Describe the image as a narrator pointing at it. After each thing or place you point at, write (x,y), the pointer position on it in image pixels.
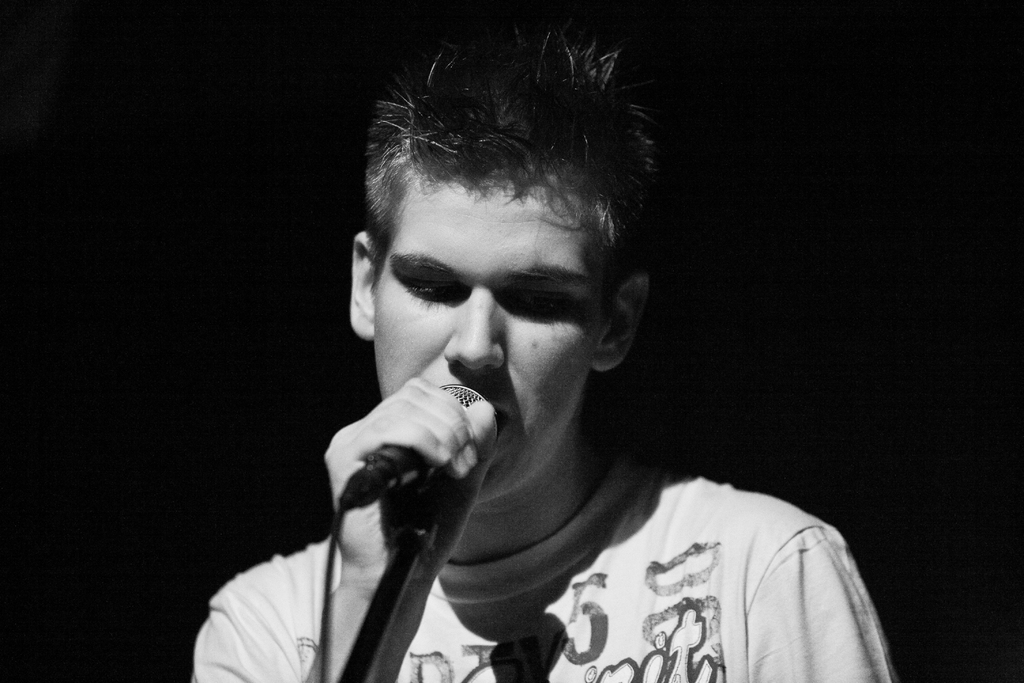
In this Picture we can see the a boy (662,609) wearing white t-shirt (811,636) is singing in the microphone (399,469) attached with the stand (413,494) and hold in the right hand (436,431).
